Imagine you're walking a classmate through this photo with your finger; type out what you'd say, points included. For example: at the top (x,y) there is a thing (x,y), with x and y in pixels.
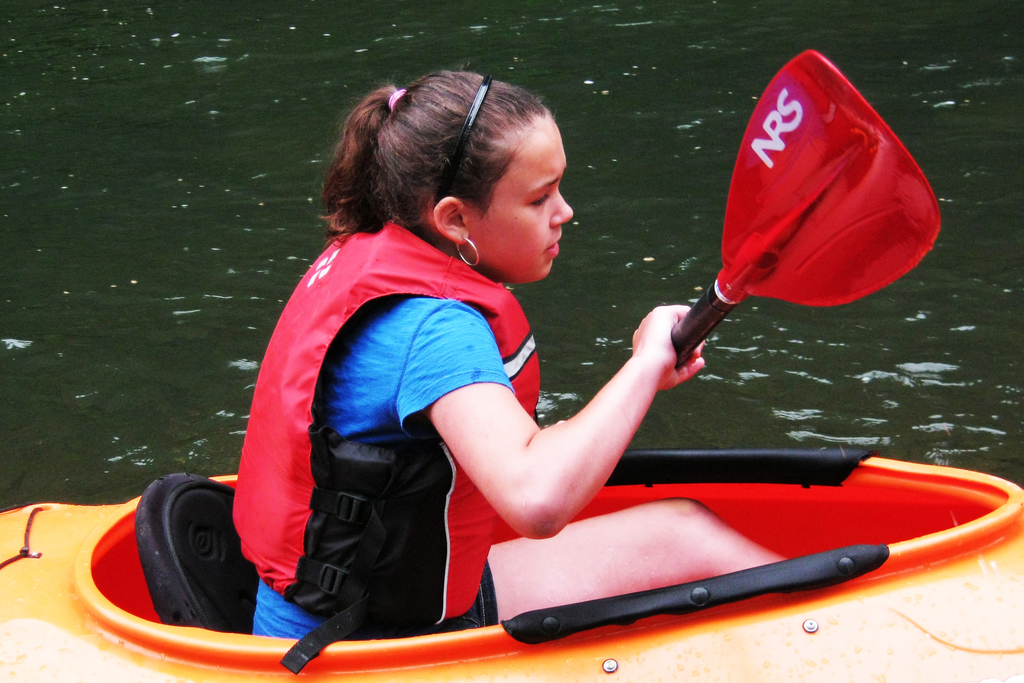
In this image we can see a woman (463,490) wearing life jacket (506,355) holding stick (803,232) with her hands (656,374) is sitting in a boat (900,562) placed on the water (519,288).
